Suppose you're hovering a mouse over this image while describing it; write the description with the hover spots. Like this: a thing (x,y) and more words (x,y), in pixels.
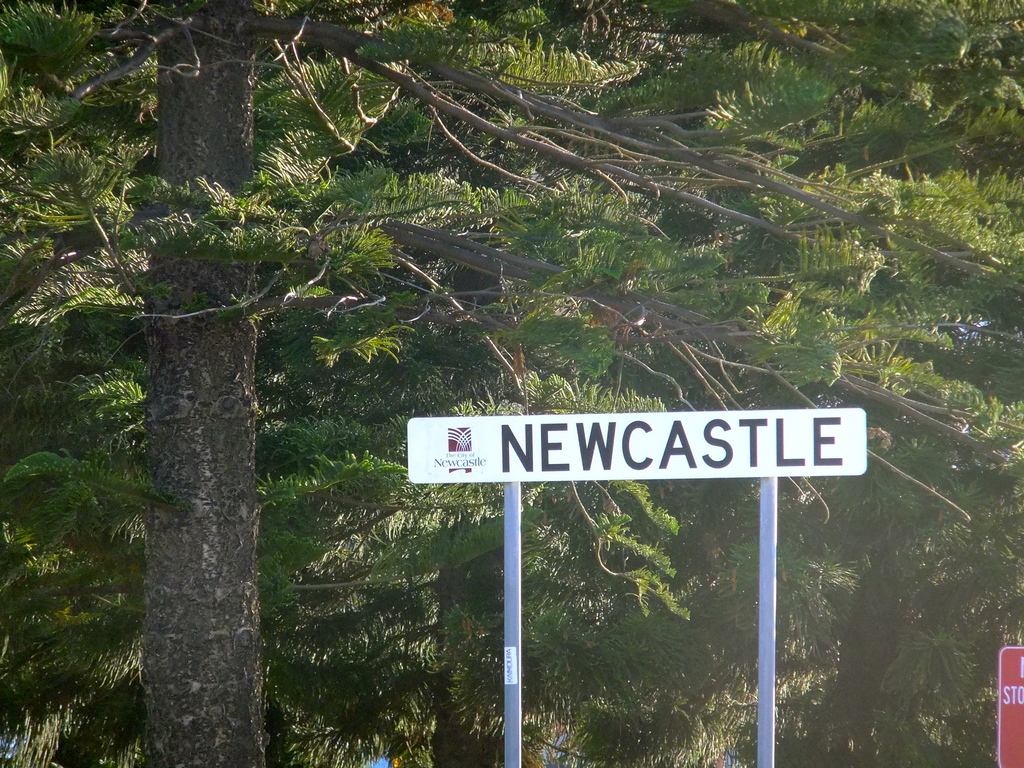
In this picture we can see poles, name board (771,430) and in the background (456,495) we can see trees (227,554).
